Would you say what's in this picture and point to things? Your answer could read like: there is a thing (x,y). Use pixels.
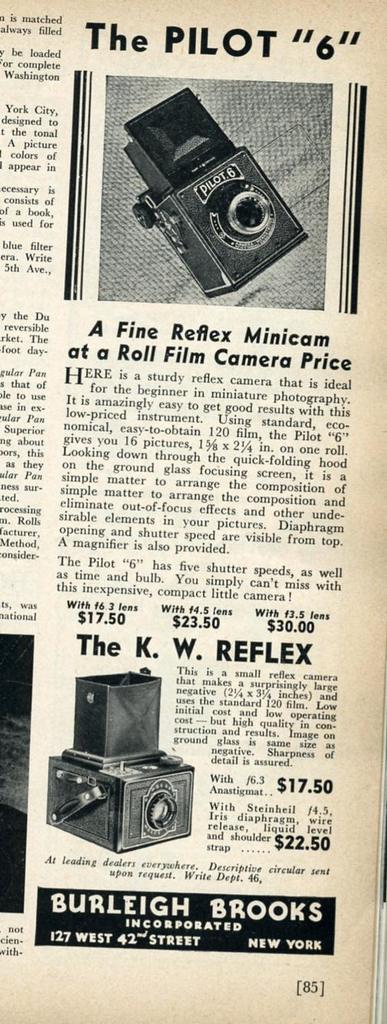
In this picture I can see a newspaper (172,583) on which I can see some pictures (200,238) of object (220,276) and something written on it. This picture is black and white in color.
